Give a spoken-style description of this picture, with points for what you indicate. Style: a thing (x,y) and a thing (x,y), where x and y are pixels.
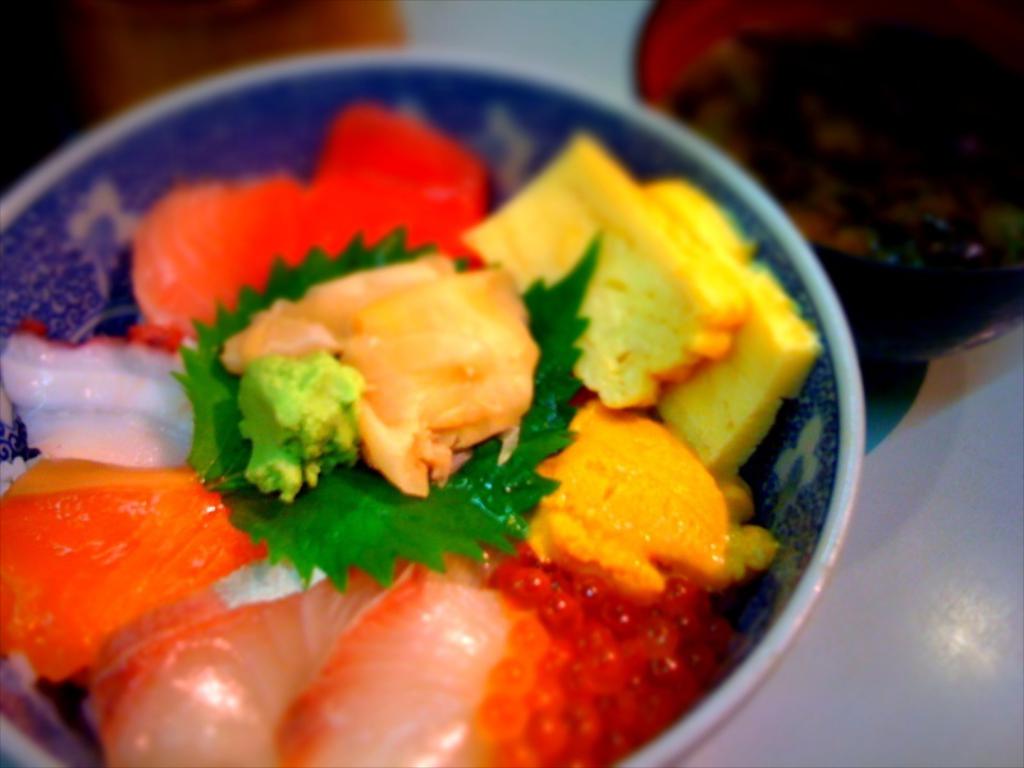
In this image there is a bowl (811,527) in which there is some food stuff (397,530). Beside the bowl (741,229) there is a soup bowl (922,159).
